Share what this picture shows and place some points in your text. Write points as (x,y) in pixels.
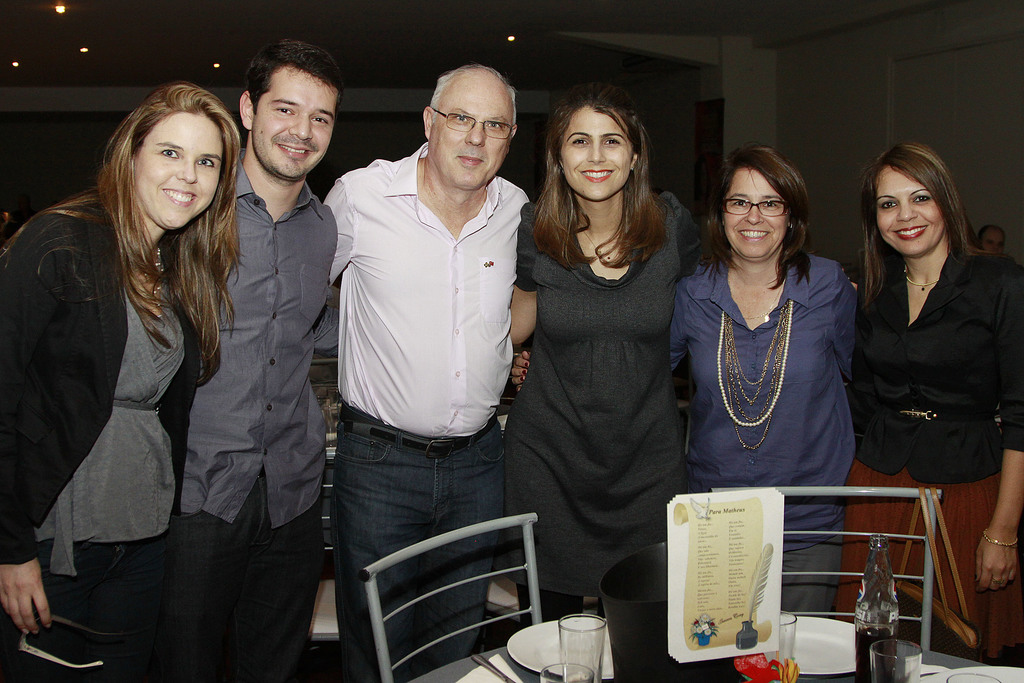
In this image there are three women (961,528) standing at the right side of the image (945,219). A woman (82,619) standing at the left side (109,196) is smiling. There are two persons (193,641) at the middle (354,449) where one is wearing white shirt (505,382) and jeans (371,440) and other is wearing a grey colour shirt (223,507) and pant (216,604). there are two chairs (824,612) before them. Before there is a table (723,660) having plates (537,656), glass (877,658) and bottle (862,647).
